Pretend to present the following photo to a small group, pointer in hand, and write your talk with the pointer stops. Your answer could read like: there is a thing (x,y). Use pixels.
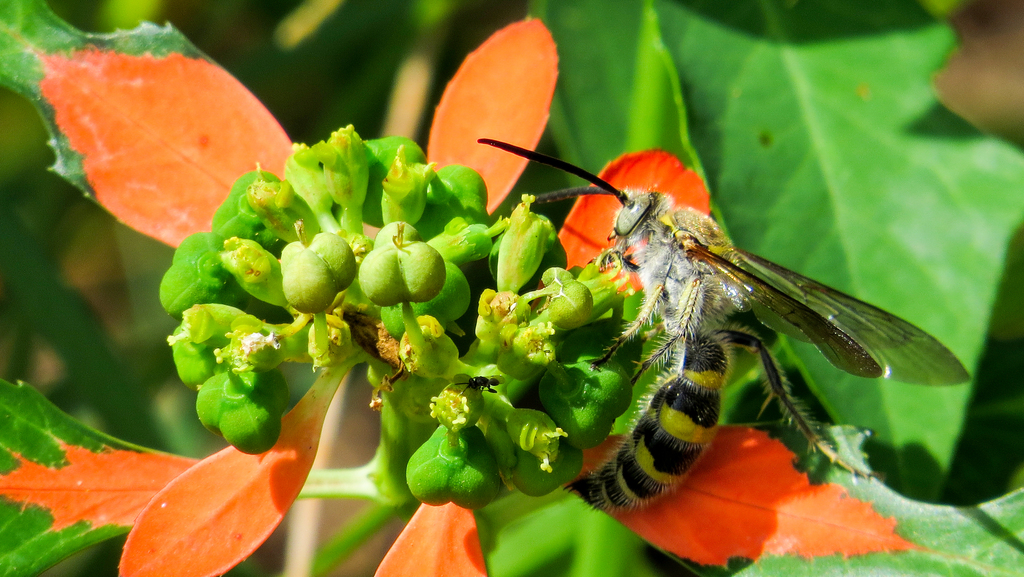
In the middle of the image (592,371) we can see a flower (665,187), on the flower (703,202) there is an insect (608,464). Behind the flower (166,562) there are some leaves (969,303).
